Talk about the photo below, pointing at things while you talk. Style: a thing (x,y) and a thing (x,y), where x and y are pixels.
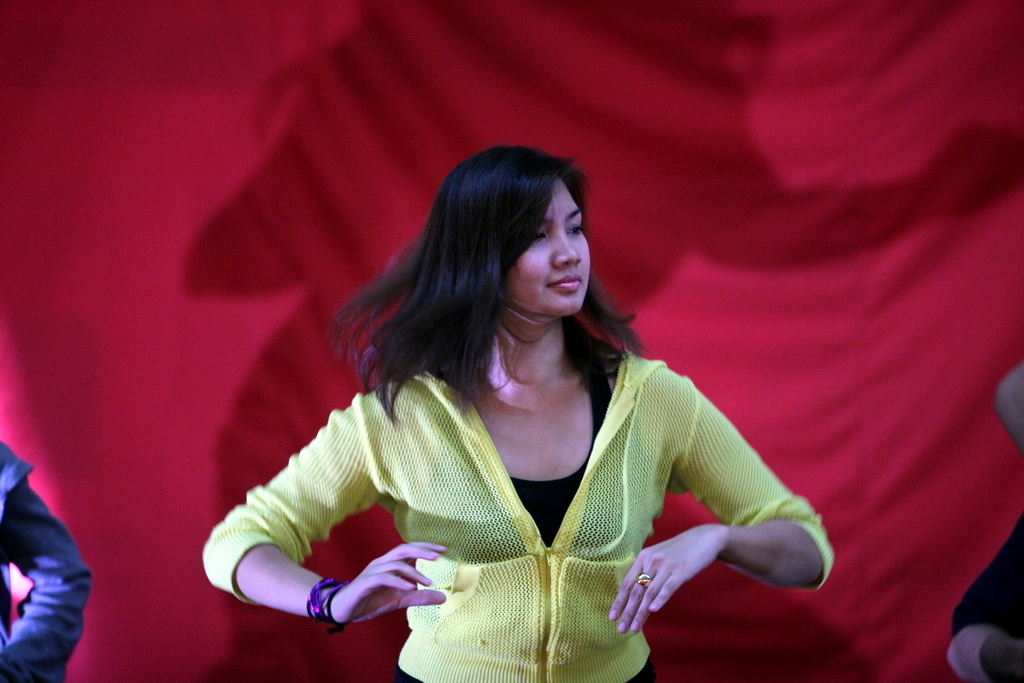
In this image we can see a woman (562,471). On the backside (430,179) we can see a curtain (295,347).
